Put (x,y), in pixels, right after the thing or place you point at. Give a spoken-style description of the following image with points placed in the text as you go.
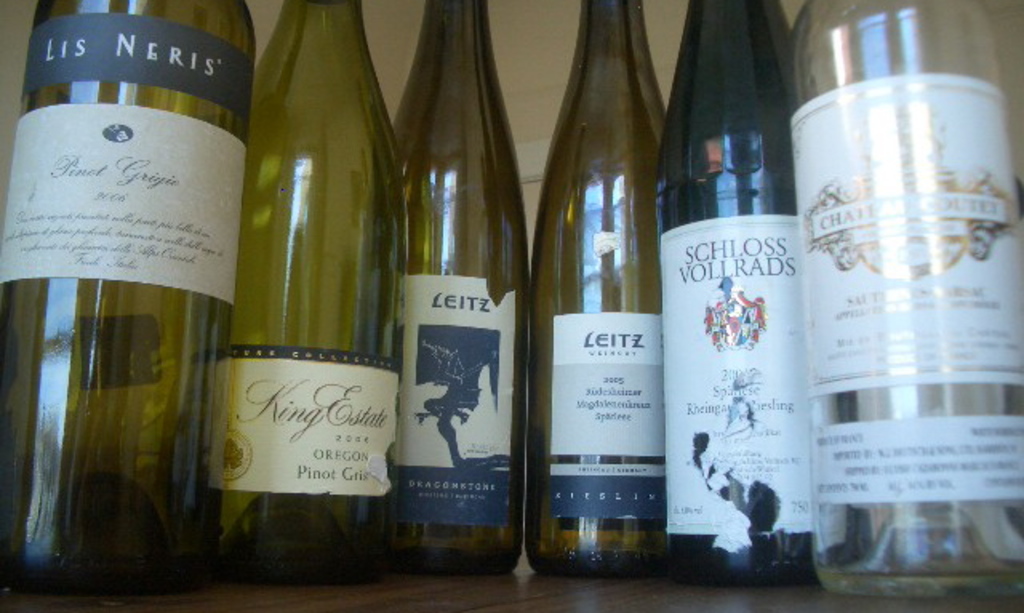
In this picture we can see some bottles (818,303) are placed on that bottles (219,494) there is a stickering (150,220) in each and every bottle (784,326).
